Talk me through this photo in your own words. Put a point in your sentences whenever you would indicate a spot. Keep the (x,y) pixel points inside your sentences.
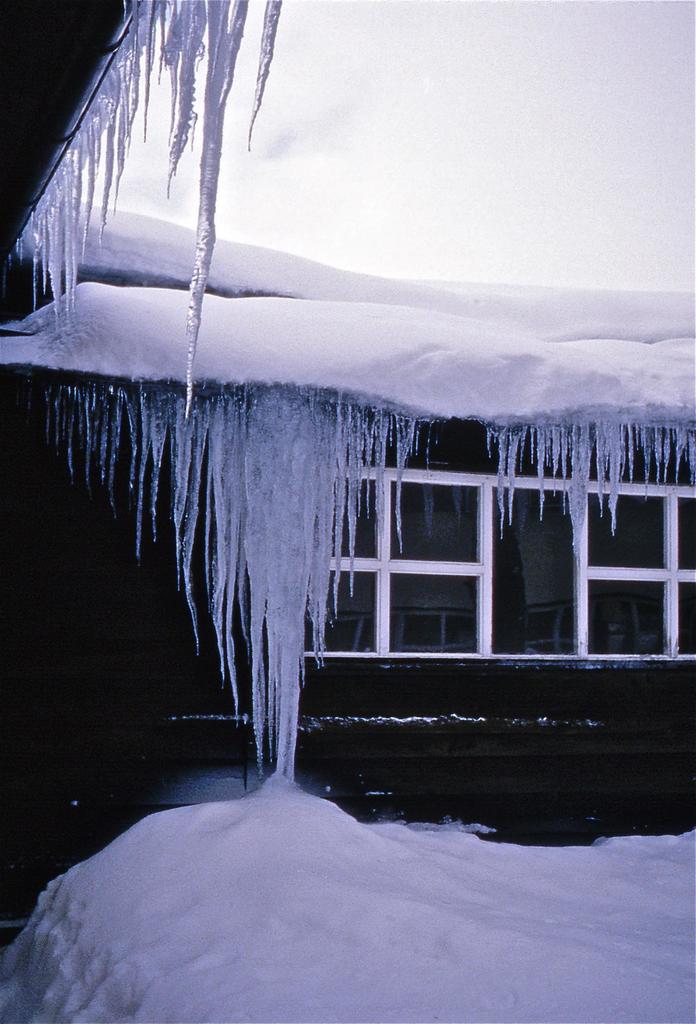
Here we can see snow (328,869) and windows (376,650). In the background (563,209) there is sky (542,90).
